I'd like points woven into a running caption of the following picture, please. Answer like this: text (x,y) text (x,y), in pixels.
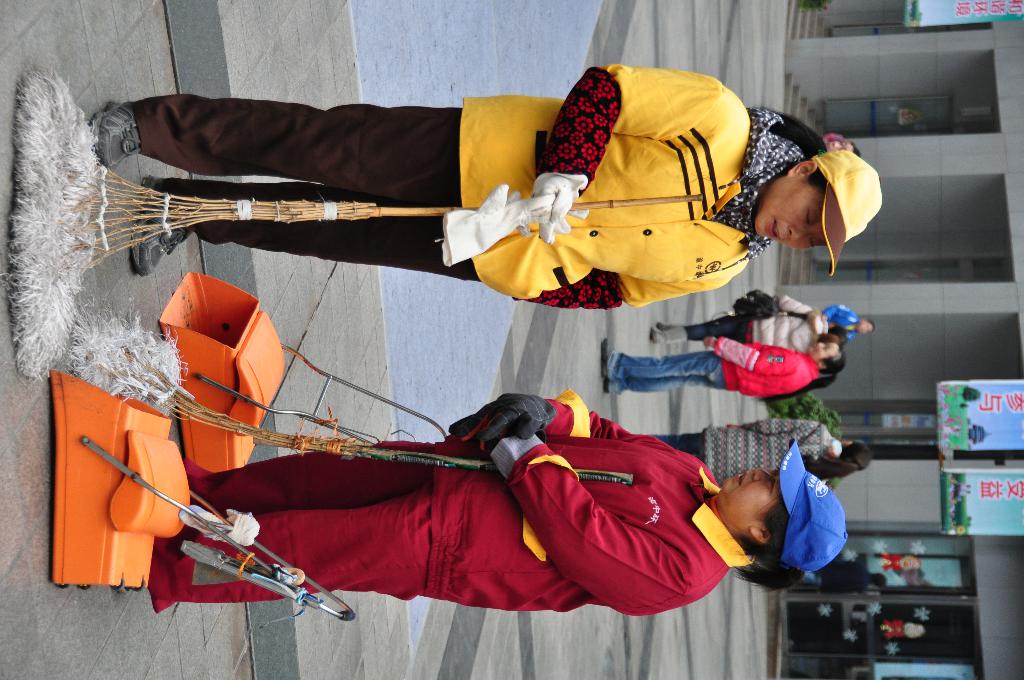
In the foreground of this image (493,172), there are two women (663,236) standing and holding mop sticks (203,216). There are few basket like objects (189,450) beside them. In the background (725,373), people (710,377) standing and walking on the pavement (677,309), buildings (953,322), few boards (969,417) and the plants (817,407).
